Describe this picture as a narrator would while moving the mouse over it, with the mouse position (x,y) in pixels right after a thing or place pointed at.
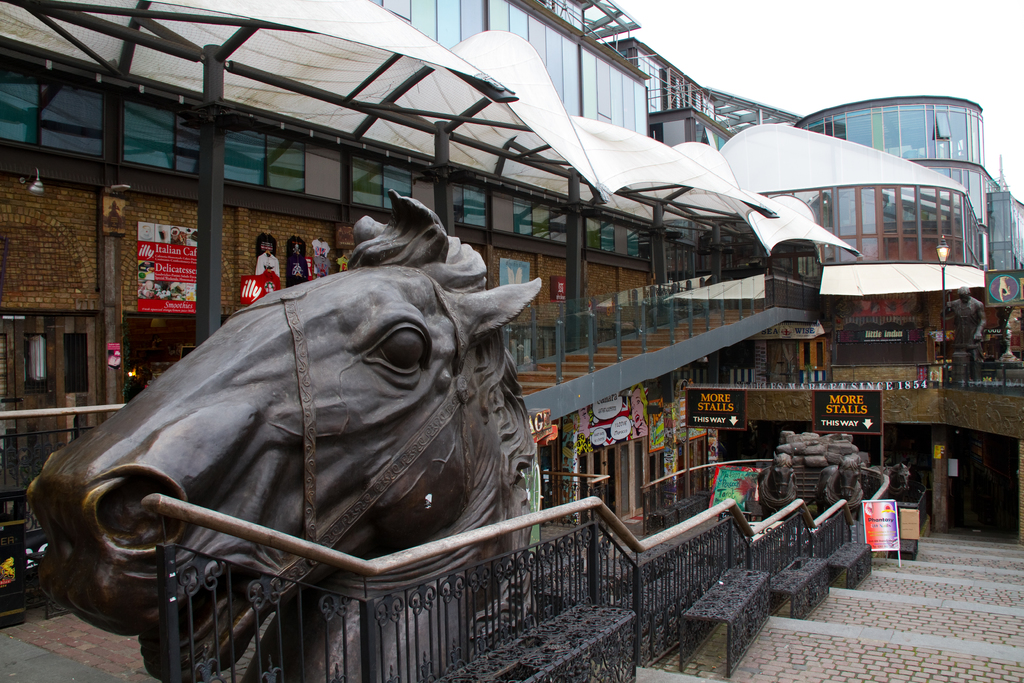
In the picture I can see the horse statue (340,578). I can see the metal fence (811,542) and a staircase (956,609) on the right side (963,588). I can see the metal benches (739,585) on the side of the staircase (726,672). In the background (675,253), I can see the glass building (969,100). I can see the statue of a person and decorative lamp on the right side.
